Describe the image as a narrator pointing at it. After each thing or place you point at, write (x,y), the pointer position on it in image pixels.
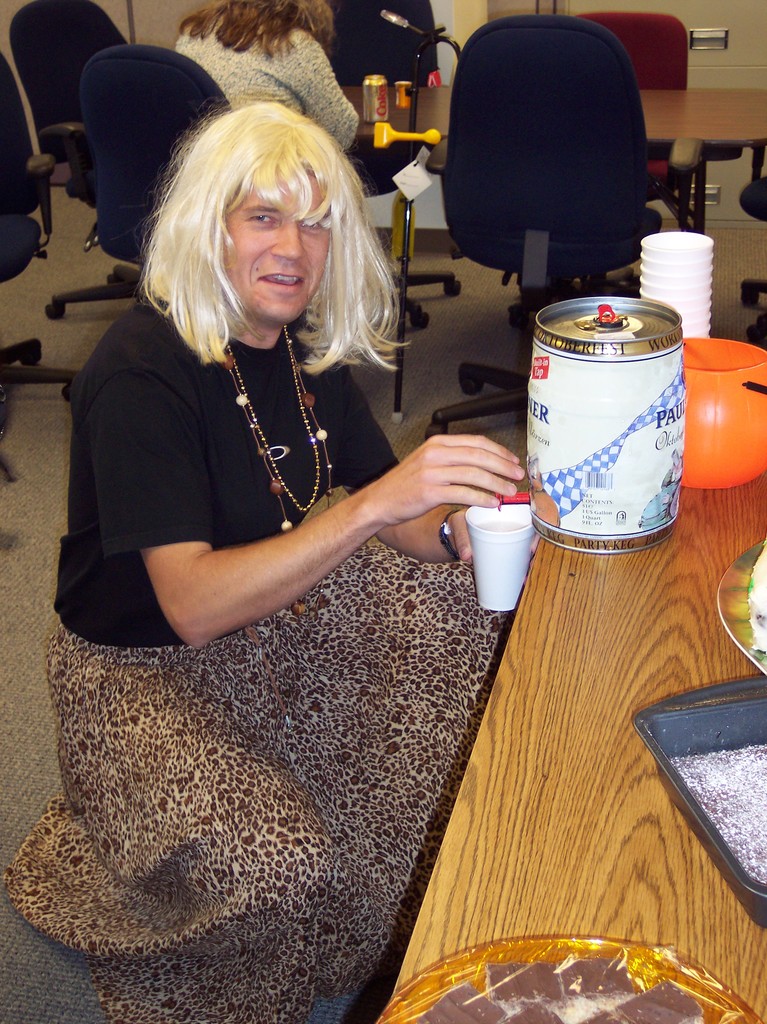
Here there is a tin (580,413), glasses (684,285) on a table (641,757) and a person (243,532) is taking beer (490,523) into a cup (502,517) from the tin (527,431). In the background (233,58) there is a person (236,41), chairs (140,86) and tables (391,104).
